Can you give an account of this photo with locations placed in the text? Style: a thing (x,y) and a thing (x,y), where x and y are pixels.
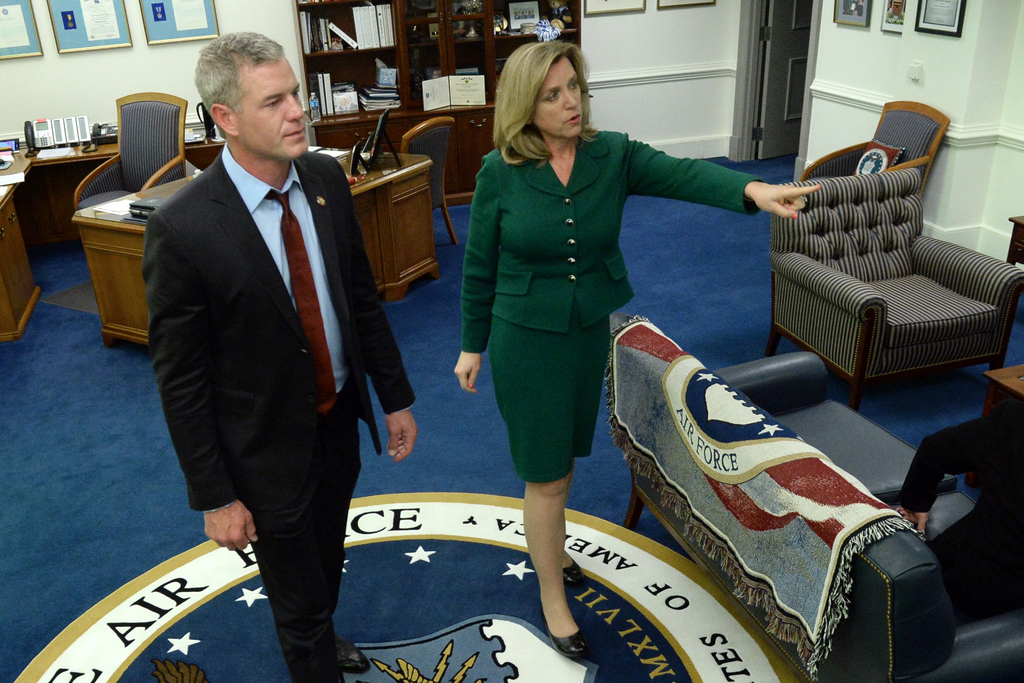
This picture is of inside the room (760,36). In the center (574,248) there is a woman (559,192) wearing green color dress (578,210) and standing and there is a man (280,241) wearing suit (300,346) and standing. On the right (970,269) there are sofas (957,261) and there is a person (998,510) and the center table (1019,370). On the top (391,153) there is a table (396,197) on the top of its some items (380,145) are placed. We can see the chairs (142,133). In the background (630,4) there are picture frames (604,2) hanging on the wall (705,15), a door (788,46), cabinet (413,38) containing books (388,89) and a table (61,210) on the top of which a telephone (70,130) and some other items (17,177) are placed.
